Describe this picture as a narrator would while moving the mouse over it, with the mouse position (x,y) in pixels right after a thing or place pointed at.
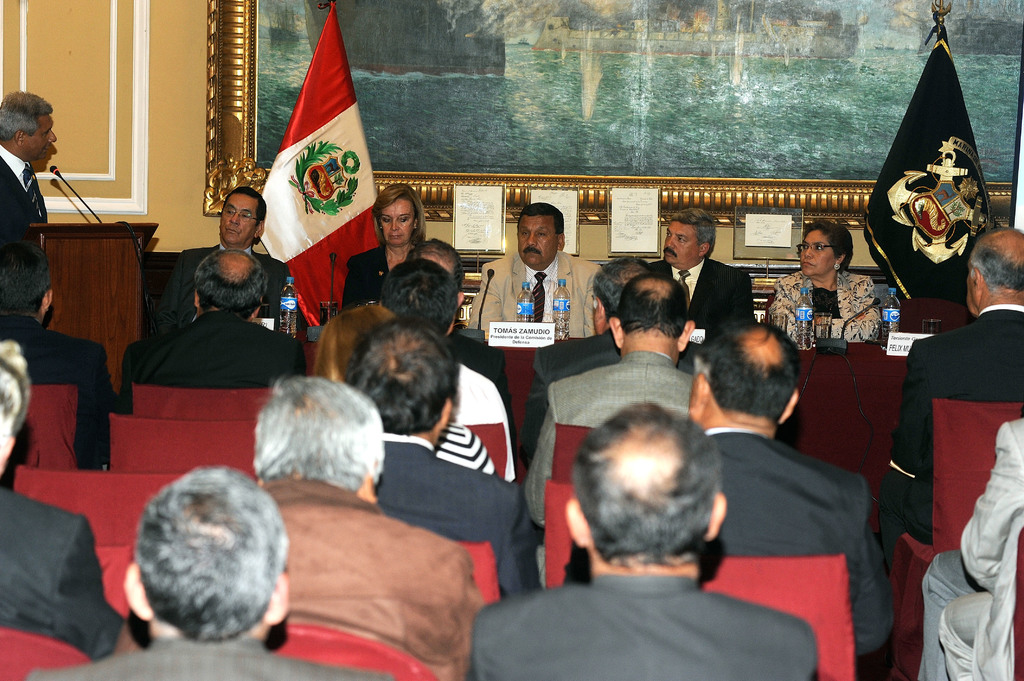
In the picture we can see some people (676,527) are sitting on the chairs (950,502) and in front of them, we can see five people (834,292) are sitting near the desk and on the desk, we can see microphones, water bottles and name boards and behind them, we can see two flags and behind it we can see the poster (267,7) with a painting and besides the people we can see a man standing near the desk (115,367) and talking in the microphone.
